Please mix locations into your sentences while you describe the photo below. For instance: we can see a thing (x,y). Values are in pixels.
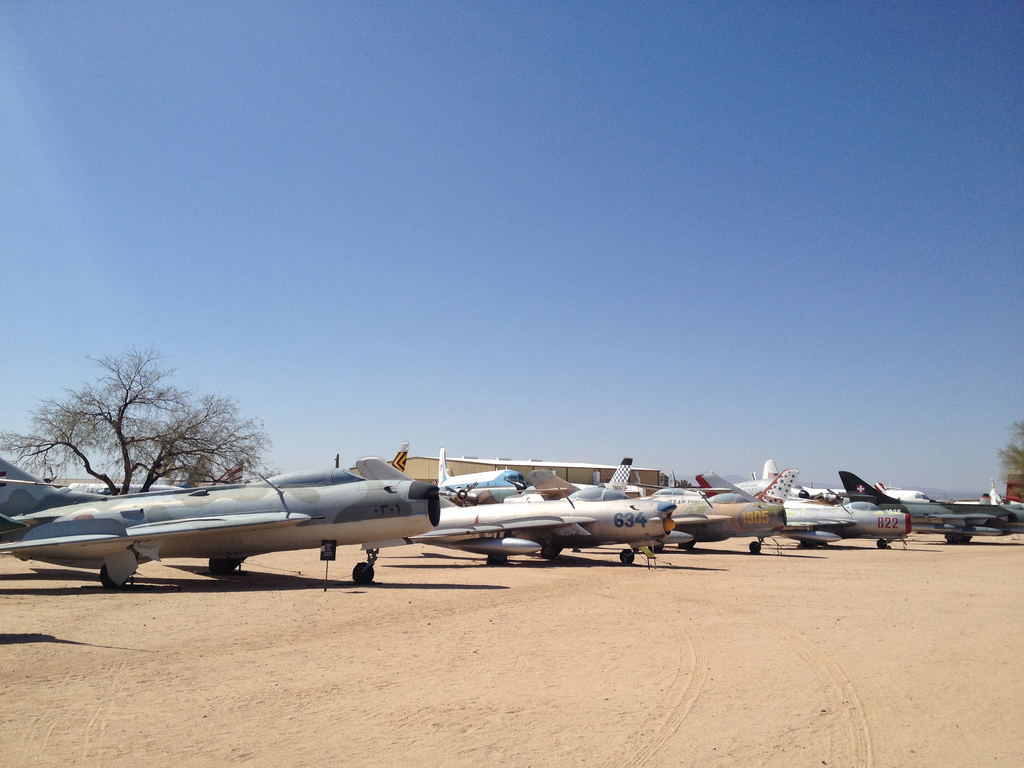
In this picture I can see the sand (569,638) at the bottom (416,653). In the middle (385,511) there are aircrafts (147,498), in the background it looks like a shed (497,466). At the top (564,236) I can see the sky (490,325).
